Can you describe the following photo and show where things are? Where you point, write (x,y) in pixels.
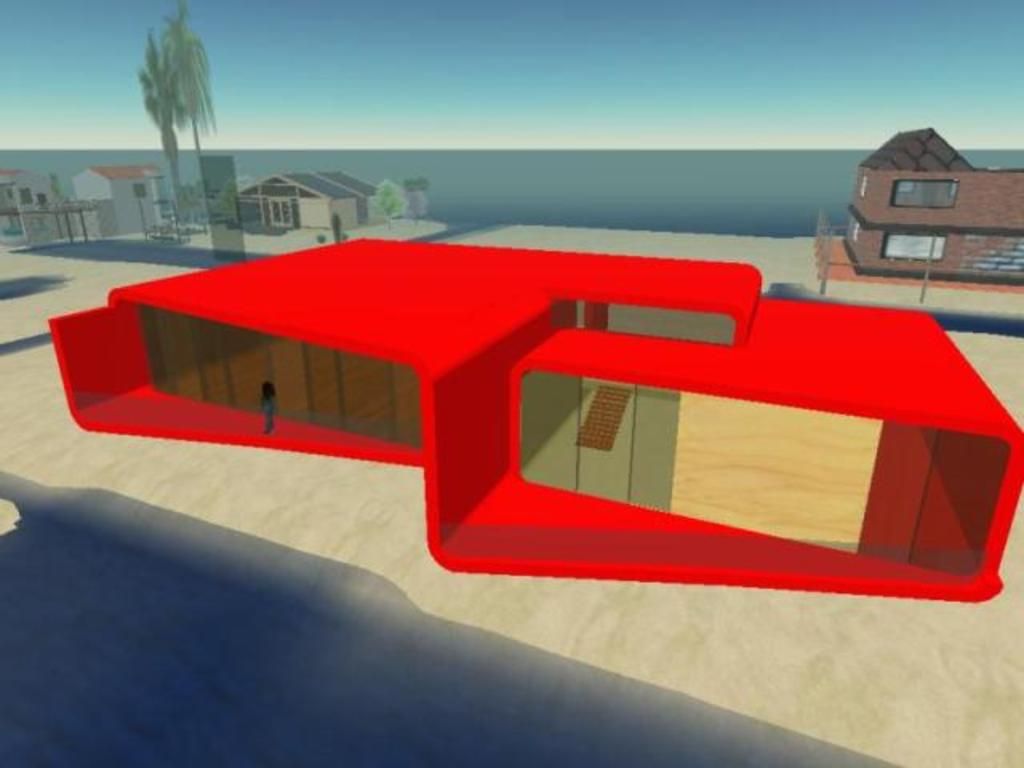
It is an animated image. In the center of the image (625,392) there is a house (269,437). There is a person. In the background of the image (290,196) there are buildings (43,190), trees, water (240,161) and sky (579,59).
